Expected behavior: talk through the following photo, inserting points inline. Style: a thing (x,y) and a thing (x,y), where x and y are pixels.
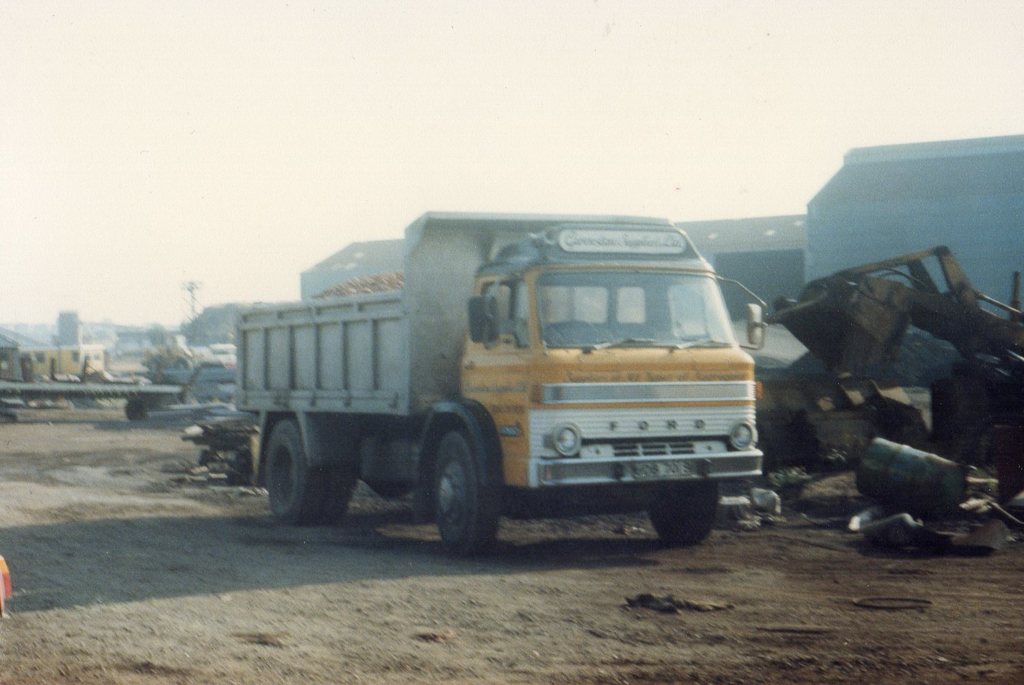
Here we can see vehicles (695,495), trash (883,539), drum (943,490), and walls (752,287). In the background (298,276) there is sky (468,147).
